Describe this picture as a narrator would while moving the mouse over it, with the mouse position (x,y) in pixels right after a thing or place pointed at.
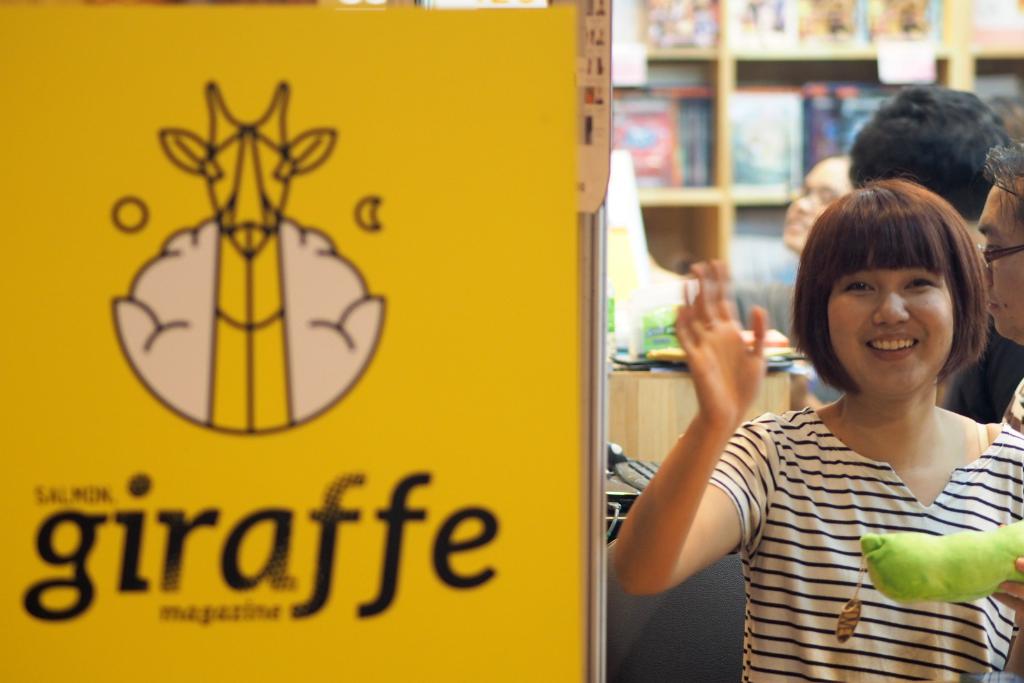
On the left of this picture (234,130) we can see the text (281,514) and some pictures (288,232) on a yellow color object (201,265) which seems to be the board (354,138). On the right (978,292) we can see the group of persons (844,317) and we can see a person (808,477) wearing white color t-shirt (872,523), holding some object (912,540), smiling and seems to be standing. In the background (713,87) we can see the wooden cabinets (713,66) containing many number of objects (713,171) and we can see there are some objects (642,345) placed on the top of the wooden object (642,407) which seems to be the table (675,387) and we can see many other objects (623,673) in the background (613,656).
